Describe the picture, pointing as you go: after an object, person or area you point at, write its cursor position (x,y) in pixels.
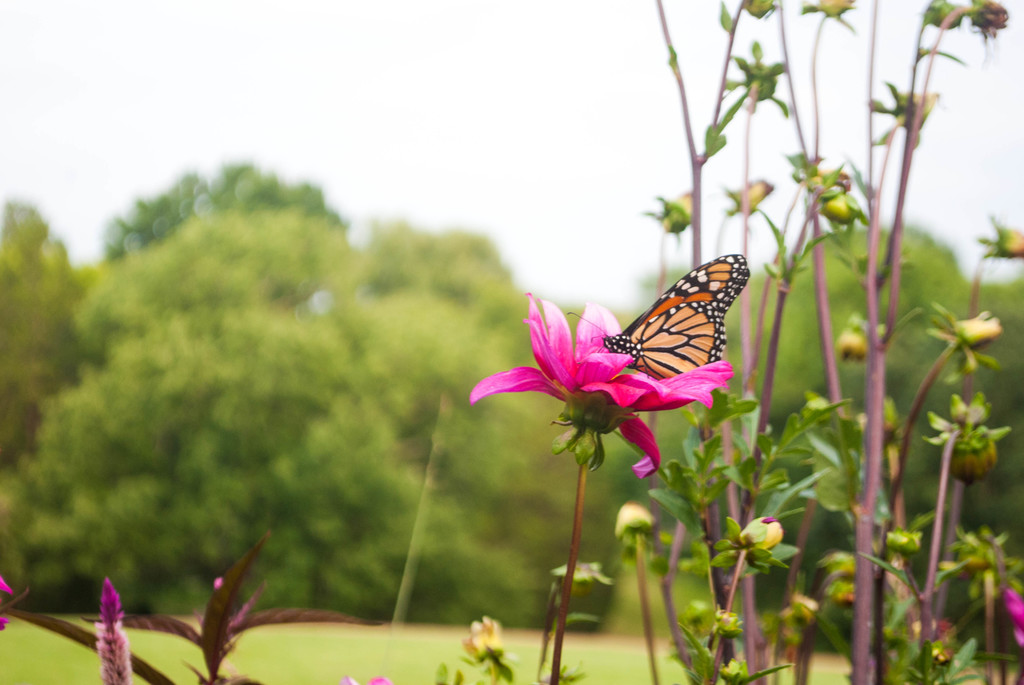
In this image, we can see some plants (723,540), there is a butterfly (671,373) sitting on the pink color flower (594,369), there are some green trees (322,352), at the top (333,79) there is a sky (375,79).
